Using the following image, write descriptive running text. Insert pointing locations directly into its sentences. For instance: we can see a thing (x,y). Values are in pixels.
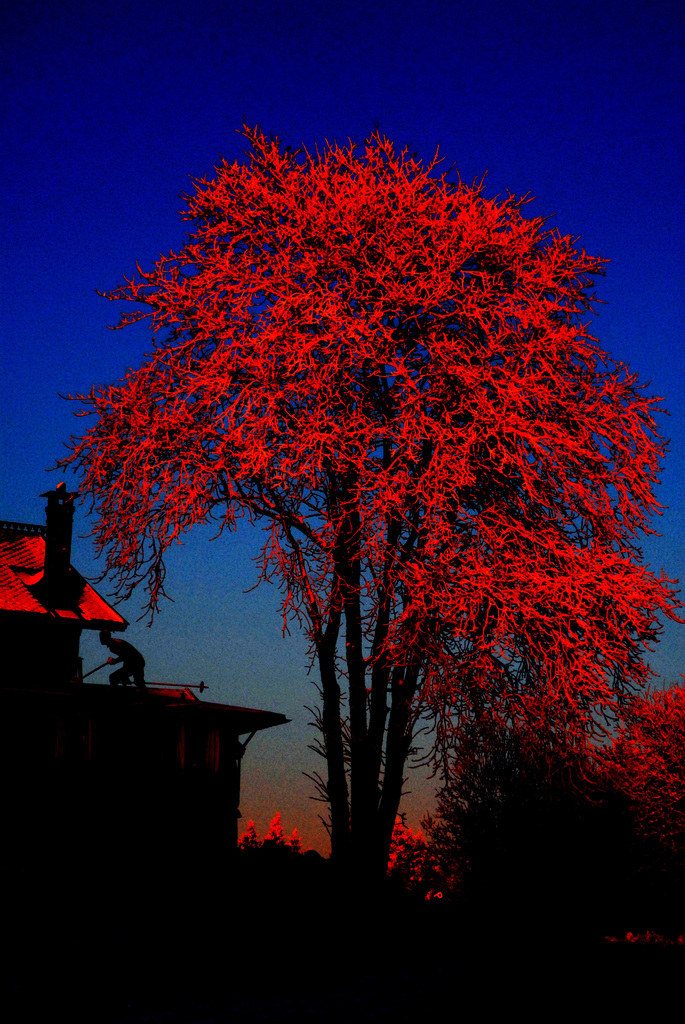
This is an edited pic where on the right (461,806) there are trees (440,836). On the left (12,718), there is a house (153,890) on which a person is standing. On the top (324,74), there is the sky (402,105).
